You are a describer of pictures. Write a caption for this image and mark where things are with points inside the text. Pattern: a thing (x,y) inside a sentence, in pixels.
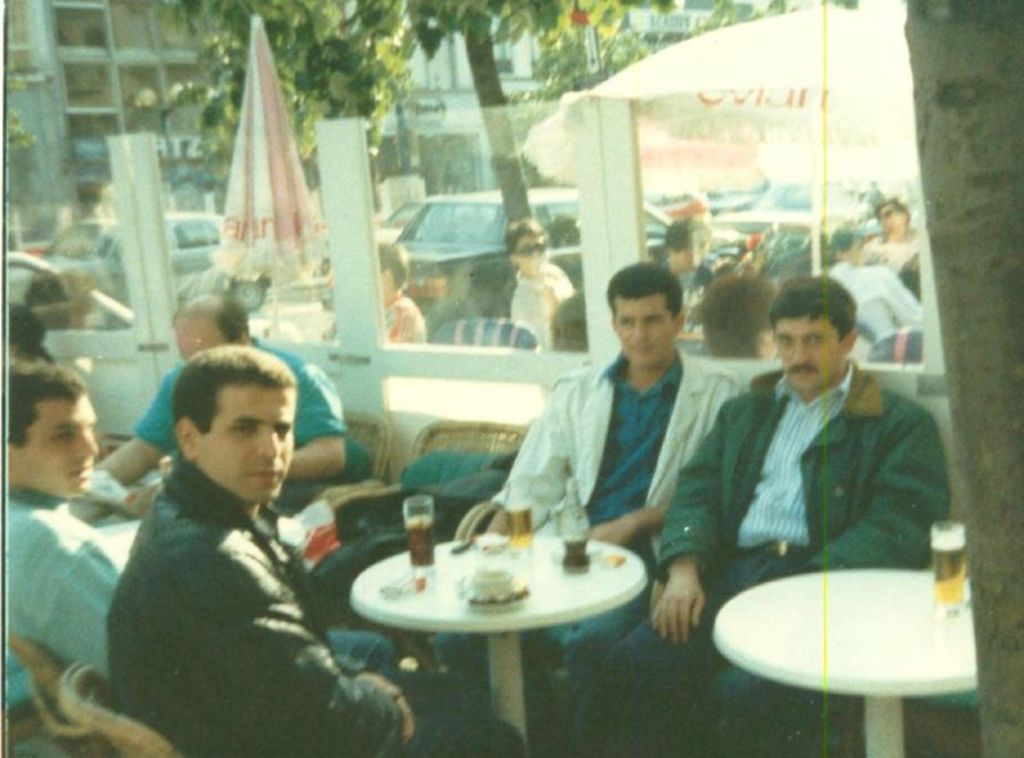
In this image we can see people (742,535) sitting on the chairs (387,496) near table (730,612). In the background (420,179) we can see umbrellas (538,137), cars (184,211), buildings (199,159) and trees (308,79).
